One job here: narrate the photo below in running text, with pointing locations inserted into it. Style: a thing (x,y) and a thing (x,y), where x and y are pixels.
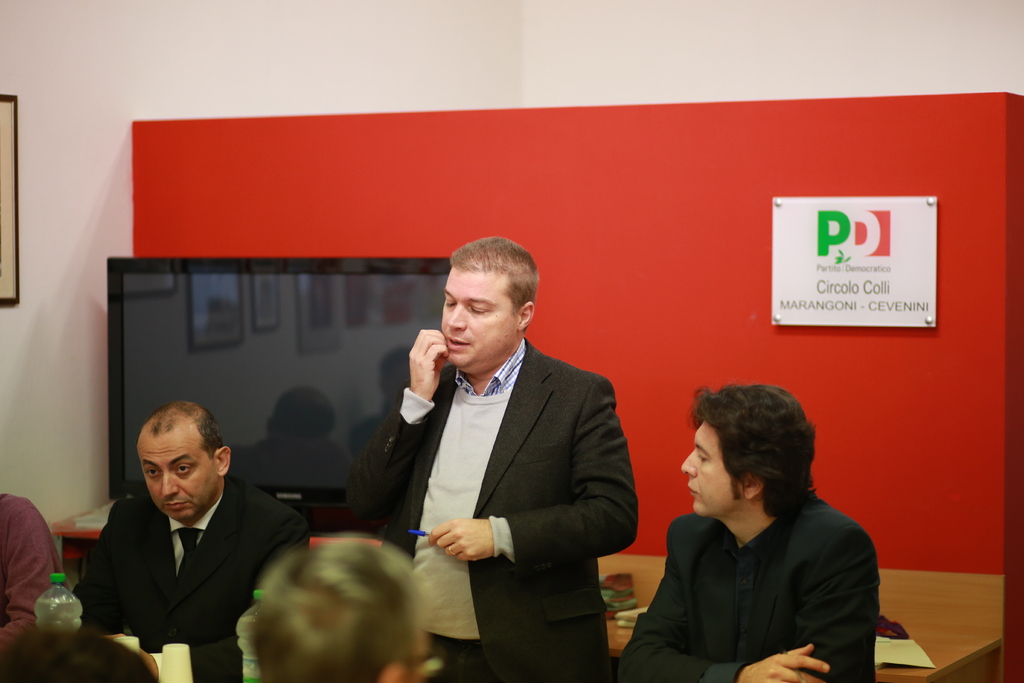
In the middle of the image (489,330) a man (552,365) is standing and holding a pen (420,532). Bottom left side of the image (18,591) few people (9,533) are sitting. At the top of the image (346,85) there is a wall (412,13), On the wall (206,15) there is a frame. In the middle of the image (364,298) there is a screen (252,285).
